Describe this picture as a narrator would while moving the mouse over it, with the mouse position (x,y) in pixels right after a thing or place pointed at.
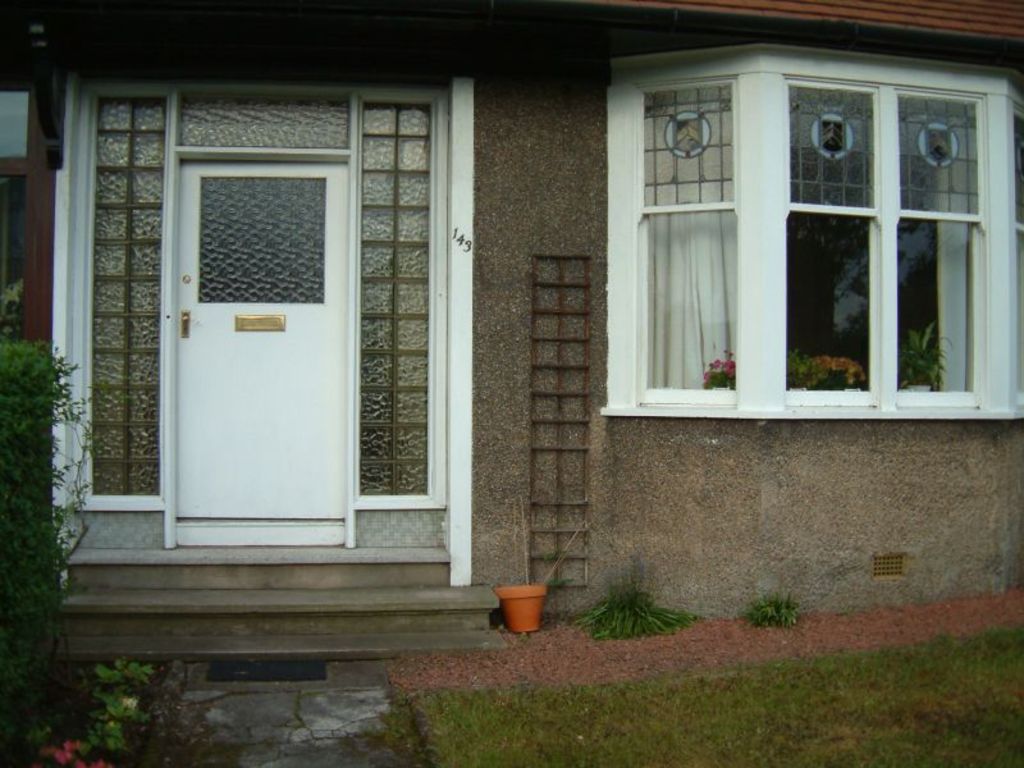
In the image we can see the house (774,334). We can see the window (820,330), door (252,441) and stairs (405,566). Here we can see the curtains (688,287). There is even a pot (536,619), grass (748,716) and plant (24,518).
